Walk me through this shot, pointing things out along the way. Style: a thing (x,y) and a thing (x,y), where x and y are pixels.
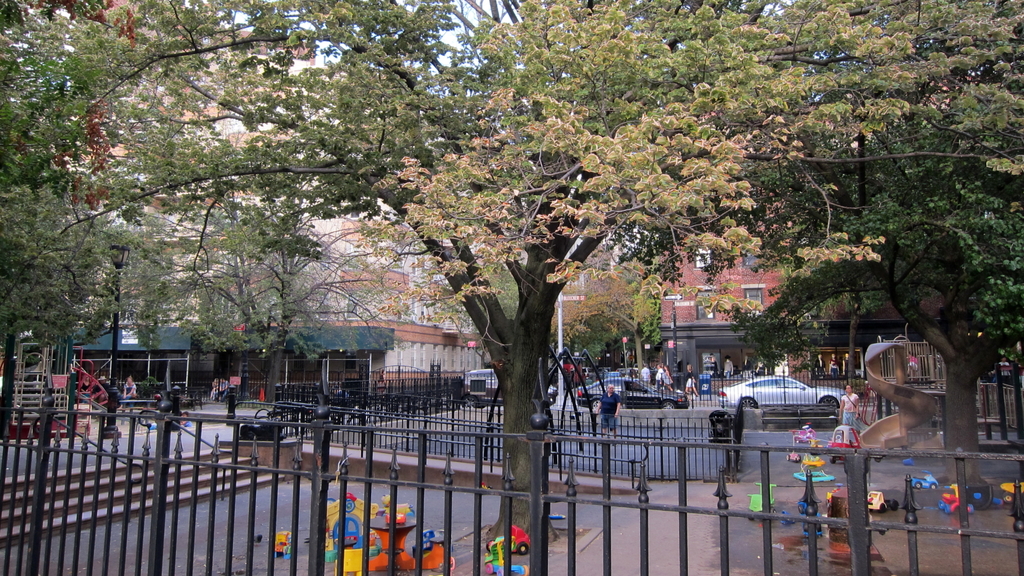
In this image, I can see the iron grills (313,420), outdoor toys (756,494) and vehicles (614,378). On the right side of the image (918,419), I can see a ladder (912,363) and slide (927,414). There are trees (267,372), buildings (452,348) and groups of people (643,379).
